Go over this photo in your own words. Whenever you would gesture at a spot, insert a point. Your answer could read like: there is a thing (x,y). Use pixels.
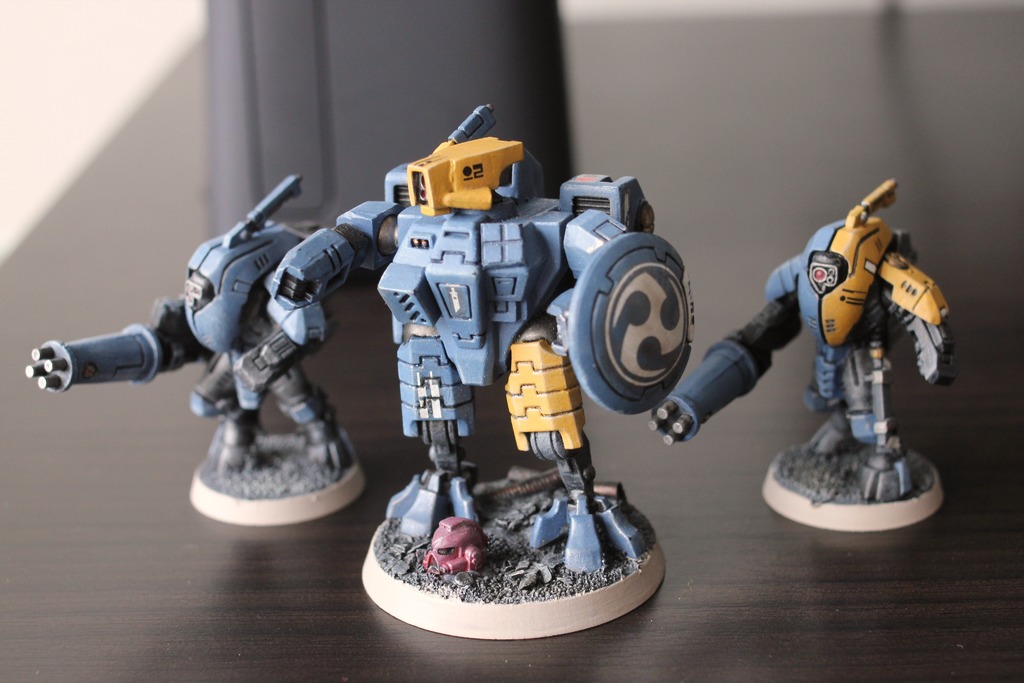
In this image, there are toys (444,342) and an object (270,120) on a platform (741,531). There is a blurred background (41,113).
